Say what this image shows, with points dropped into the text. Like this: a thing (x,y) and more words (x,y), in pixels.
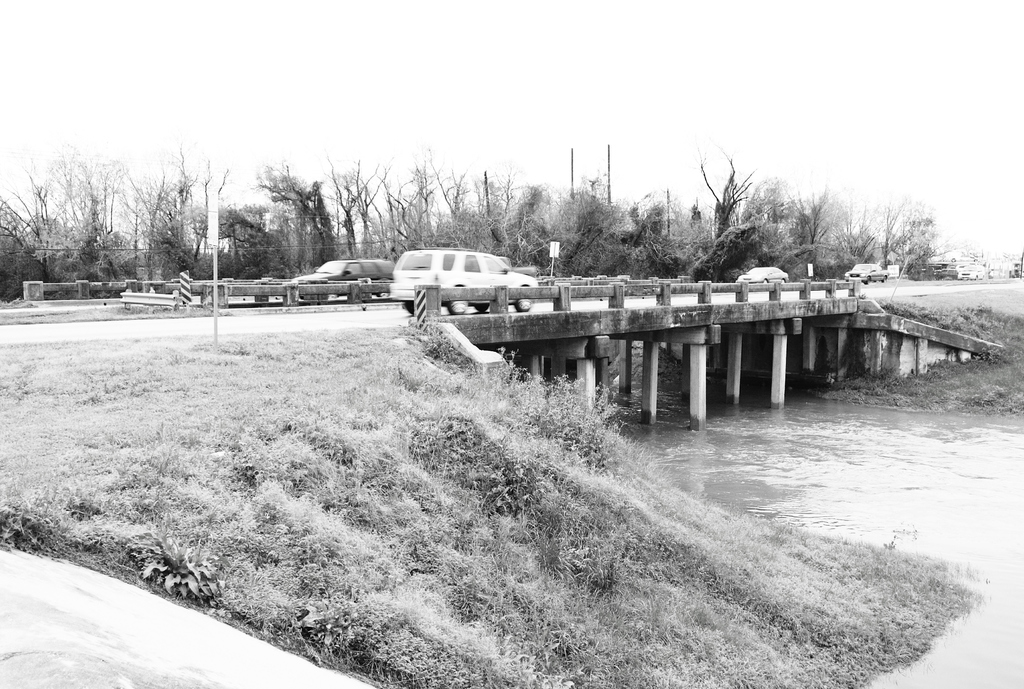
In this image we can see vehicles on the road bridge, beside that we can see tiny poles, on the right (951,502) we can see water (955,489), beside that we can see grass (681,556) and plants (662,520). And we can see dried trees (777,179), at the top (522,186) we can see the sky (615,187).
